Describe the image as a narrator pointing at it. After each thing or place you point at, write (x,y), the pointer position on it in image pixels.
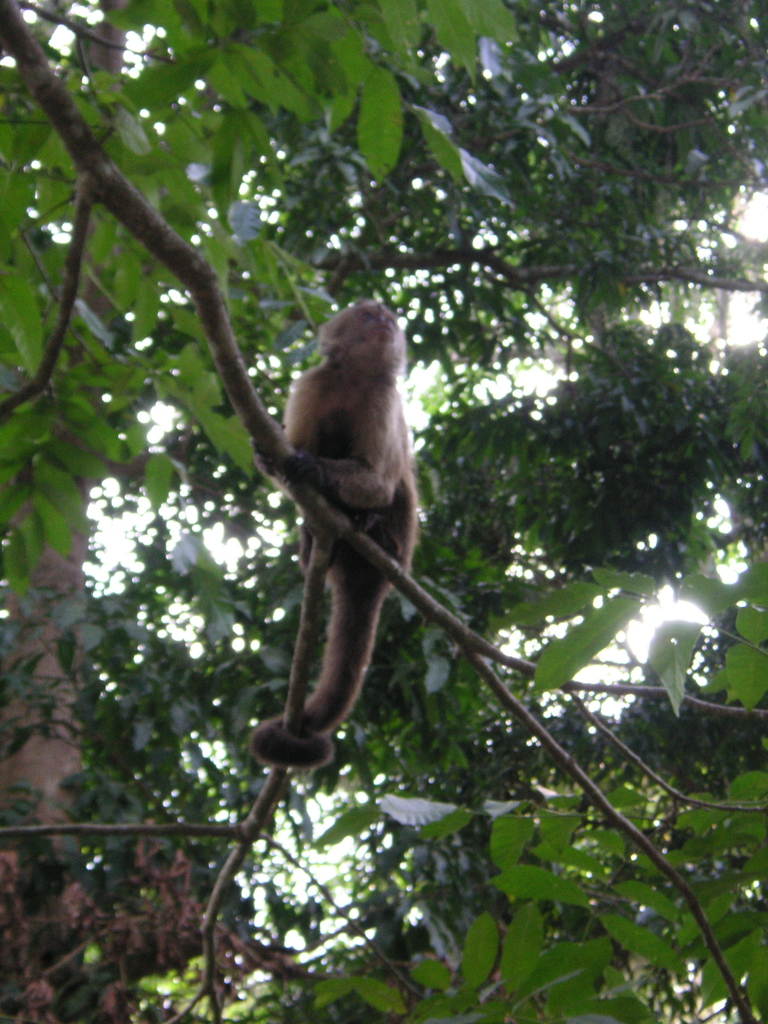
In the middle of the image (341,676) we can see a monkey (337,701) and we can see few trees (421,334).
